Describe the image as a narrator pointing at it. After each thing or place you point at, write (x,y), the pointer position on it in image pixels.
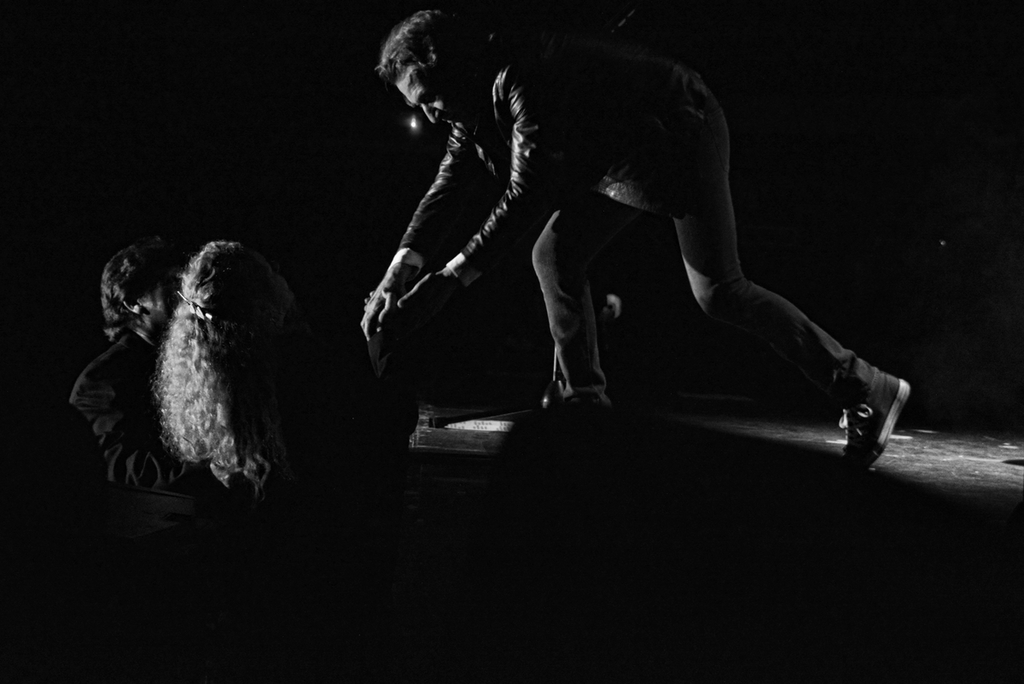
In the center of the image (411,228) there is a person (561,212) standing on the dais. On the left side of the image (128,525) we can see man (92,401) and woman (230,405) standing at the dais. In the background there is a light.
